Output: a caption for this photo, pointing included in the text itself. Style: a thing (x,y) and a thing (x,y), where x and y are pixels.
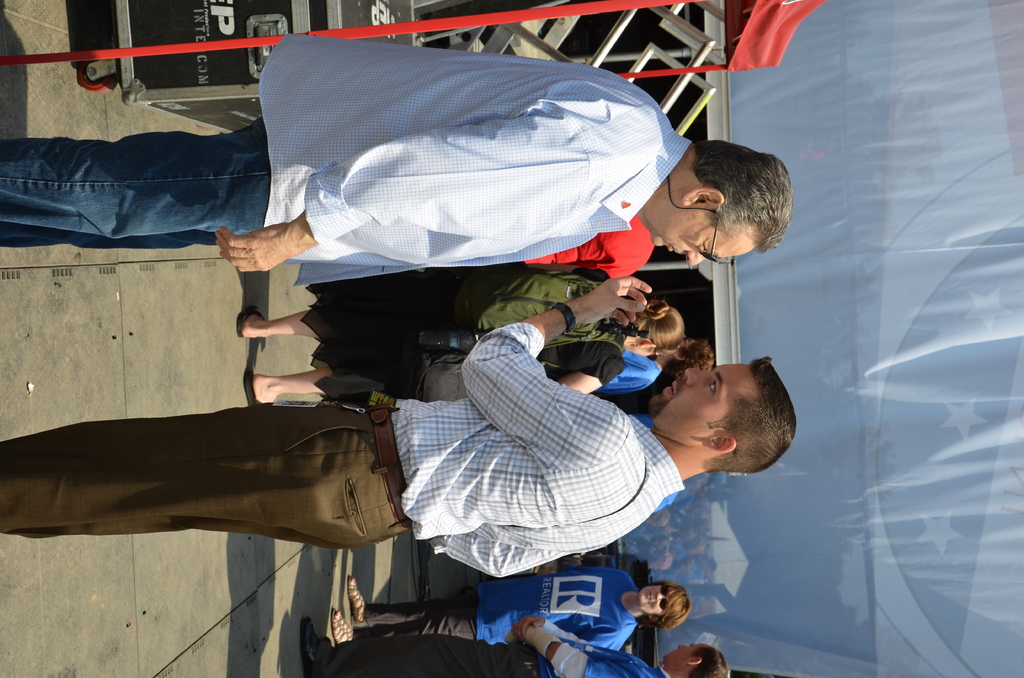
The picture is taken outside a city. In the foreground of the picture (100,184) there are many people (492,622) standing. At the top (289,26) there are boxes (194,36). On the right (865,596) there is a tent (883,548).
